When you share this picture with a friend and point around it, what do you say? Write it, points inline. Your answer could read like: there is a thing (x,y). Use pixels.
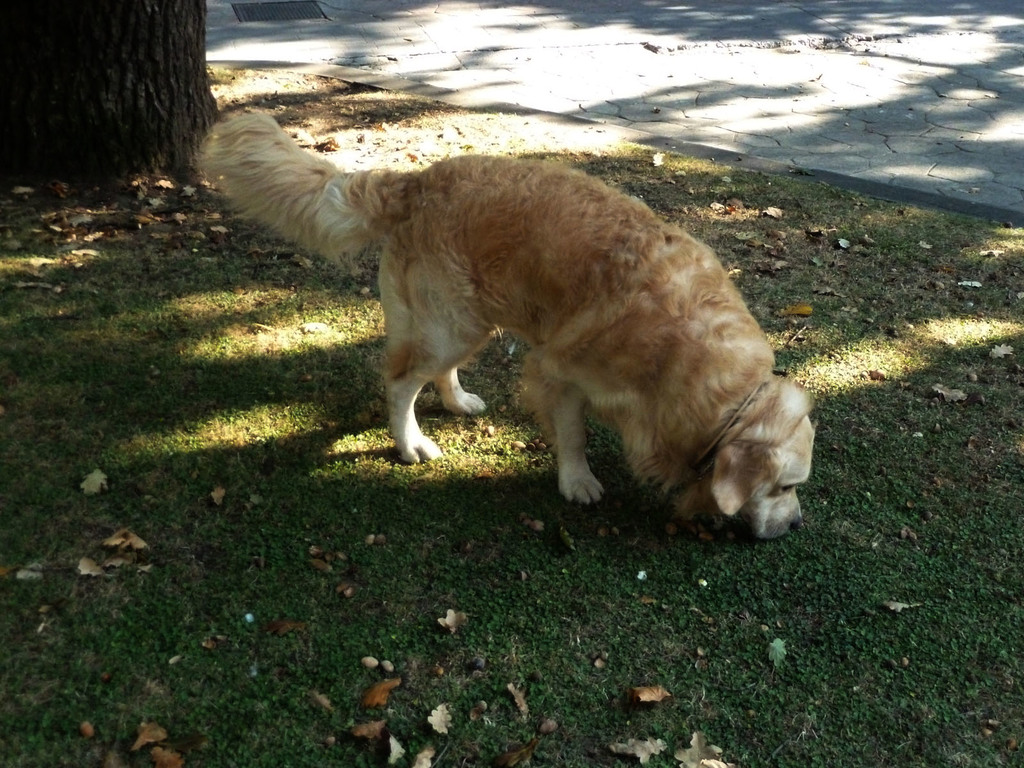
In the picture I can see a dog (592,400) is standing on the ground (509,376). In the background (176,278) I can see a tree (194,49), the grass (338,315) and leaves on the ground (814,277).
